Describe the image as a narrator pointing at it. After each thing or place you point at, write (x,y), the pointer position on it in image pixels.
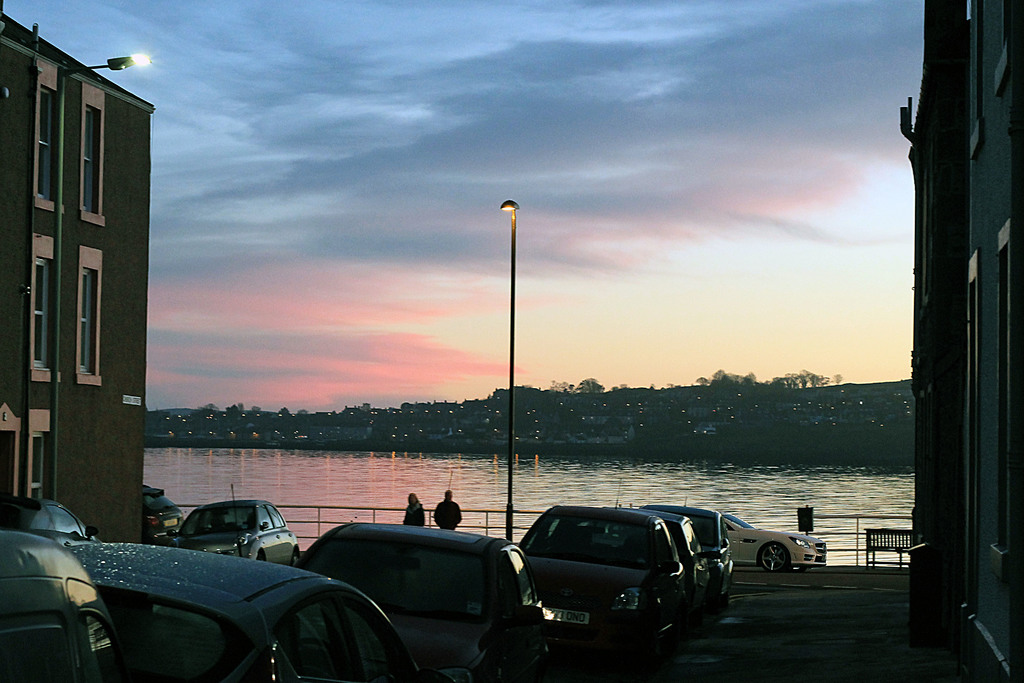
In this picture I can see buildings (2,275) and a pole light (511,203) and I can see light (109,68) to the building (39,54) and I can see cars (300,591) parked and water (571,483) and a blue cloudy sky (416,258) and couple of them standing.
